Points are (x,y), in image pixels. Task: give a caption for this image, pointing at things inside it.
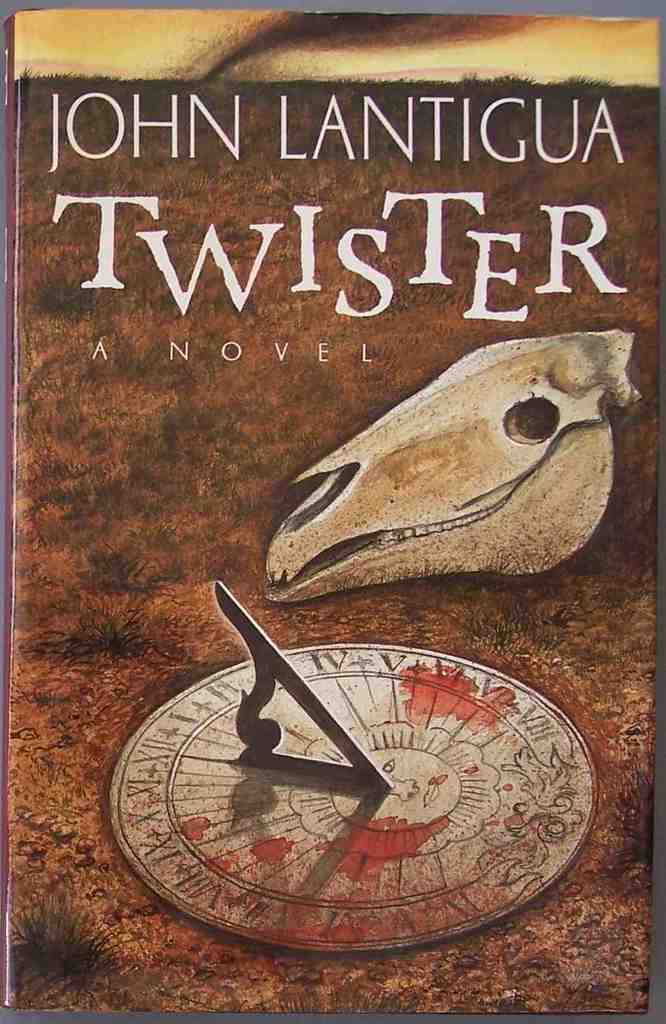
In this image we can see the cover page (274,623) of a book (305,708) with some text (161,259) and images (352,671) on it.
